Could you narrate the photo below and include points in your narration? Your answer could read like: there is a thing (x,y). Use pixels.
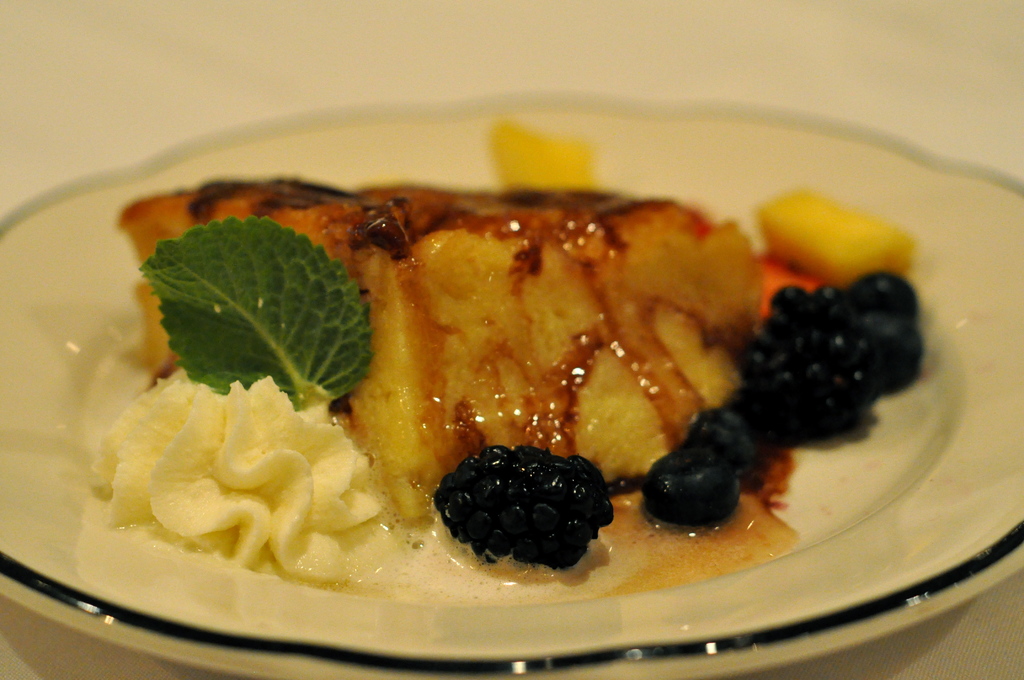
In this picture we can see a leaf (288,271), food items (477,232) on a plate (455,156) and this plate (872,182) is placed on a surface (1015,92).
